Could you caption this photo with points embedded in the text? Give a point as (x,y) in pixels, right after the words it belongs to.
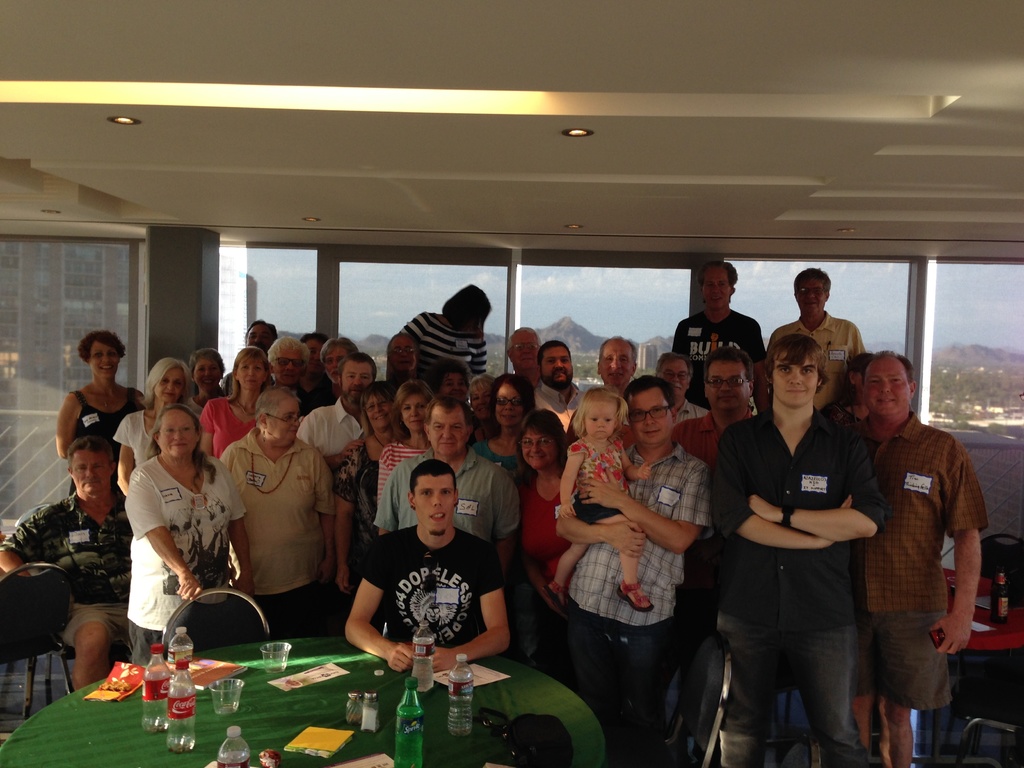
This picture is of inside. In the foreground (381,587) there is a table (368,678) covered with a green cloth (555,701) and some bottles (413,672), a book (300,743) and some glasses (273,645) are placed on the top of the table (510,687), behind that there is a man (444,553) wearing black color t-shirt (460,582) and sitting on the chair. In the center (545,395) there are group of persons (545,414) smiling and standing. In the background (346,300) we can see the window (617,284) and through the window (1008,362) we can see the outside view.
